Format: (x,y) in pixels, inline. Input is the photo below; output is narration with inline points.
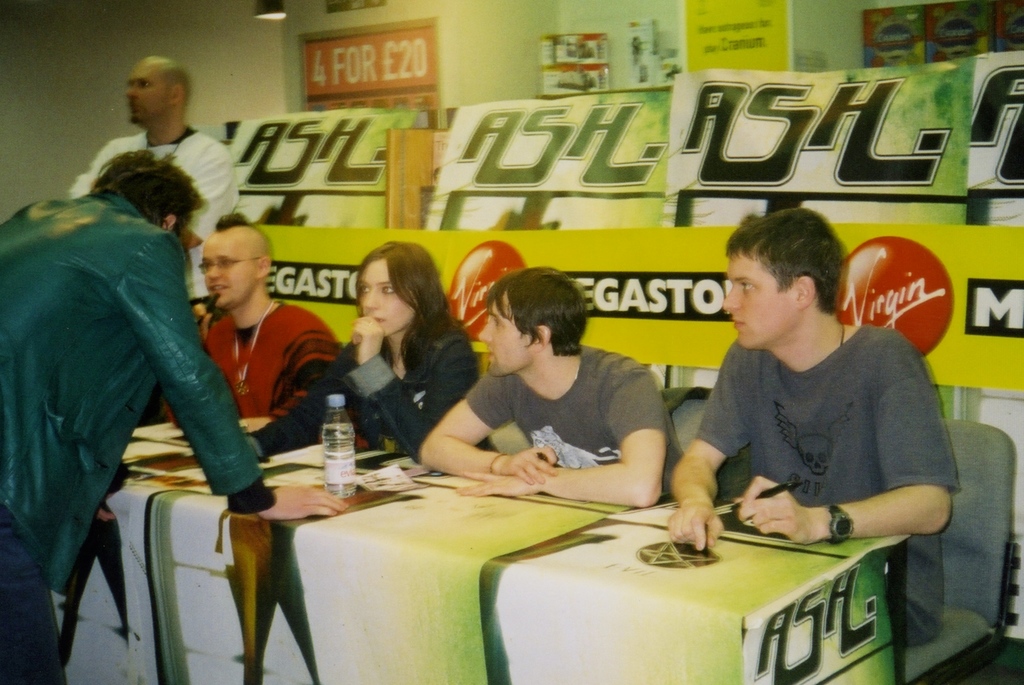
In this image i can see there are the four persons (357,338) sitting on the chairs (983,521) in front a table (440,535) on the table (426,532) there is a bottle (330,440) and in front of them there is a person (133,287) standing and wearing a green color jacket (73,266) and back side of them there is a light (268,9) on the middle corner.
